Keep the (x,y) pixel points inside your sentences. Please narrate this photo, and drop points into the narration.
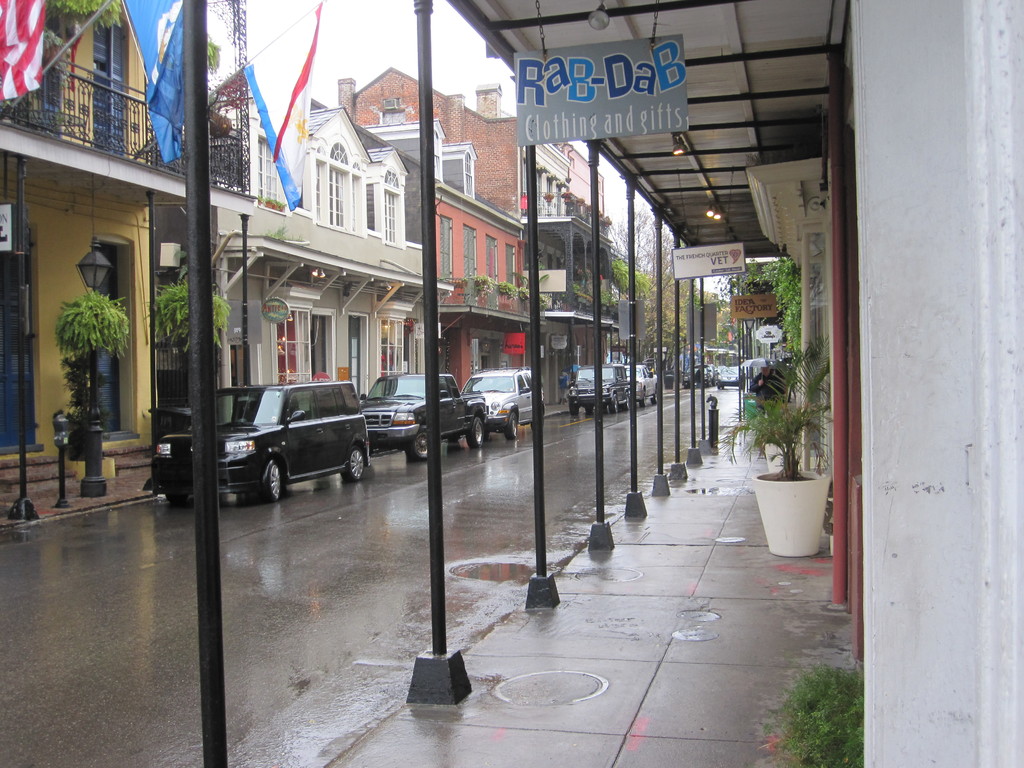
This is an outside view. On the left side (95,639) there is a road (273,596) and I can see few cars (384,430) on the road (324,489). On both sides of the road (370,473) there are many buildings (130,390) and few plants (71,357). In the middle of the image (540,459) there are few poles (202,584). In the top left (167,58) I can see few flags (276,87). At the top of the image (362,26) I can see the sky (345,50).
